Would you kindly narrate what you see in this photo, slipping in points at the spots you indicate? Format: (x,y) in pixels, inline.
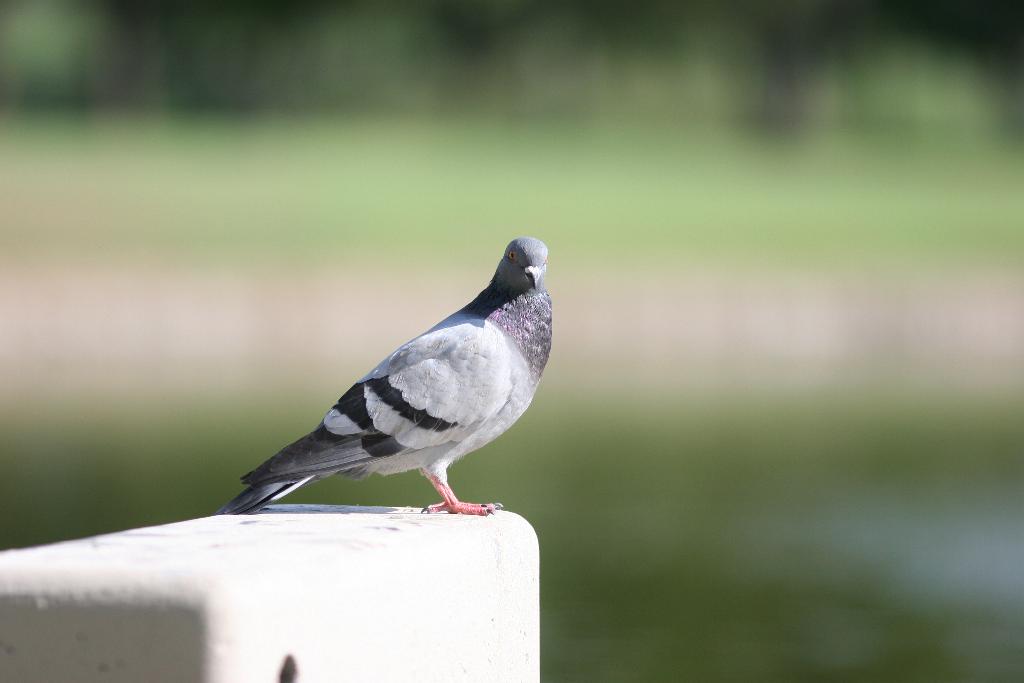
In this image there is a pigeon (420,389) on the wall (371,509).
